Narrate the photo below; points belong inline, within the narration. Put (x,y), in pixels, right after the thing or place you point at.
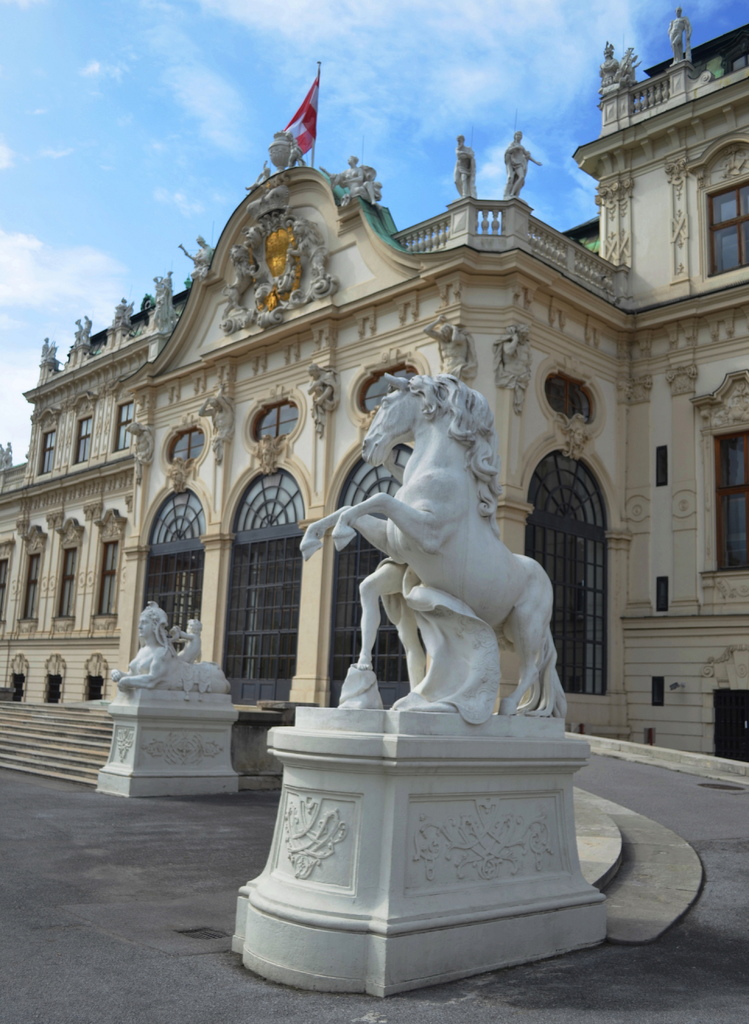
There are two white color statues (459,570) on the road (219,939) near the building (105,467), which is having glass windows (372,545) and a flag (315,114) on the top (278,159). In the background (94,129), there are clouds (433,2) in the blue sky (177,54).
